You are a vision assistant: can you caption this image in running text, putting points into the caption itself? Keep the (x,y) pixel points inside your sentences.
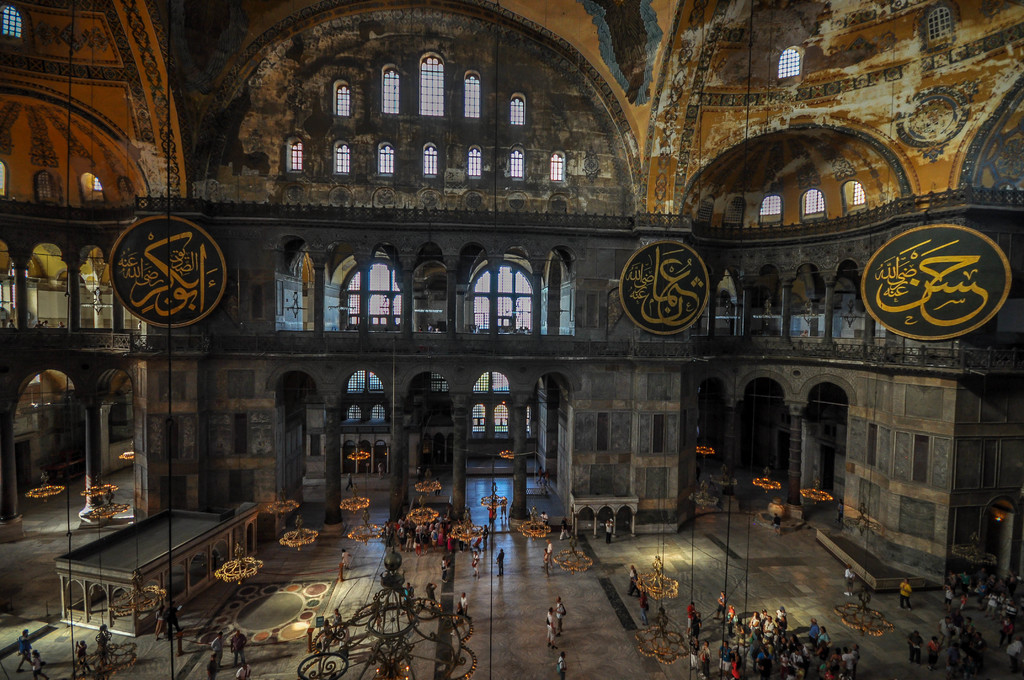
In this image we can see the inner view of a Hagia Sophia Museum (259,580), some people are walking, some objects (175,264) attached to the walls (759,216), some glass windows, some people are walking, some boards (158,266) with text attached to the walls (156,354), some people (611,519) holding some objects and some objects (135,564) on the floor (50,592).
